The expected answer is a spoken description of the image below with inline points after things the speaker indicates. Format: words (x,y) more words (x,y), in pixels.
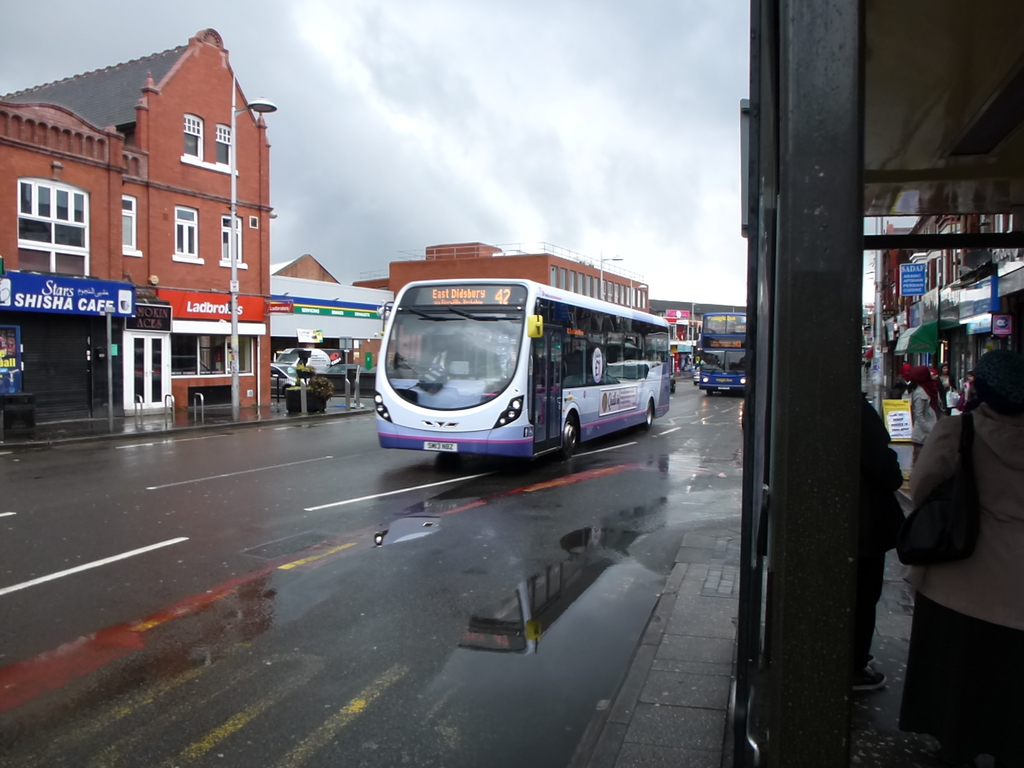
To the right corner of the image (984,196) there is a rod (895,243) with roofs (984,196) and under the roof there are few people (937,401) standing. And to the right corner (893,256) there are few buildings (1005,302). To the left bottom (168,638) there is a road (305,442) with buses (531,397). To the left corner (253,239) there are buildings (165,141) with walls (169,70), roofs (155,64), windows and stores (90,355) with names boards (55,299). In front of the buildings (153,383) there is a footpath (283,403) with pole (239,112) and street lights (261,101). And to the top of the image (267,27) there is a sky (350,71).
